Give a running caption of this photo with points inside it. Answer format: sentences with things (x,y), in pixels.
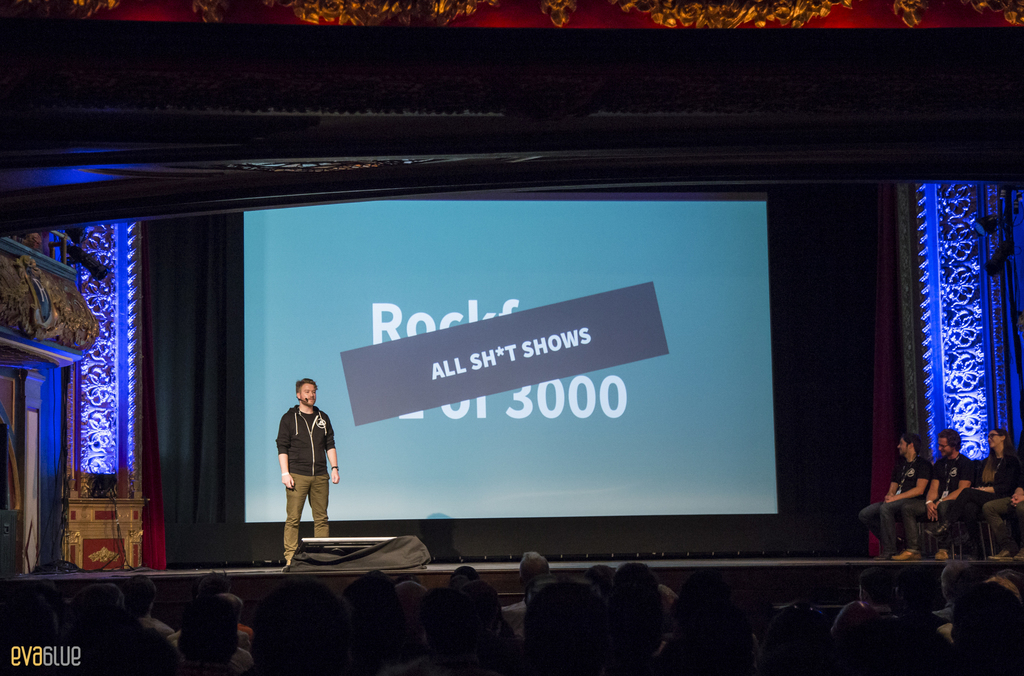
This picture seems to be clicked inside the hall (822,602). In the foreground (373,627) we can see the group of persons (937,590). On the right corner (959,476) we can see the group of persons (970,498) seems to be sitting on the chairs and on the left (312,428) we can see a person (311,424) wearing black color dress (313,450) and standing. In the background (370,402) we can see the text (491,361) and numbers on the projector screen (530,282) and we can see the curtain (187,286) and some other objects (951,191). In the bottom left corner (44,657) we can see the text (56,660) on the image.
